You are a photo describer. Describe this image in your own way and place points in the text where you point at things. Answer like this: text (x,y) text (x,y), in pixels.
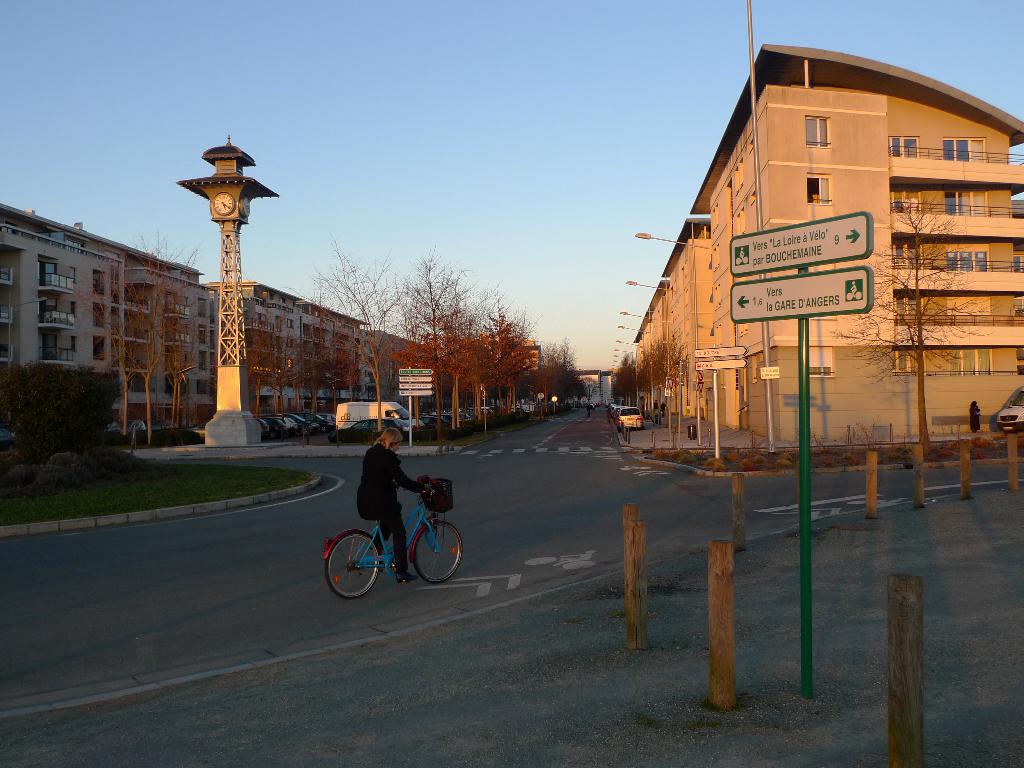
In this image there is a woman (392,523) cycling on the road (398,607). In the left (165,332) and in the right (848,342) there are many buildings (825,333) and also trees (420,330). Cars (315,429) are also parked on the road (129,532). There is a clock tower (225,414) visible in this image. There is a text board pole (826,303) and also few poles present on the road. Sky (454,195) is at the top (417,150).
